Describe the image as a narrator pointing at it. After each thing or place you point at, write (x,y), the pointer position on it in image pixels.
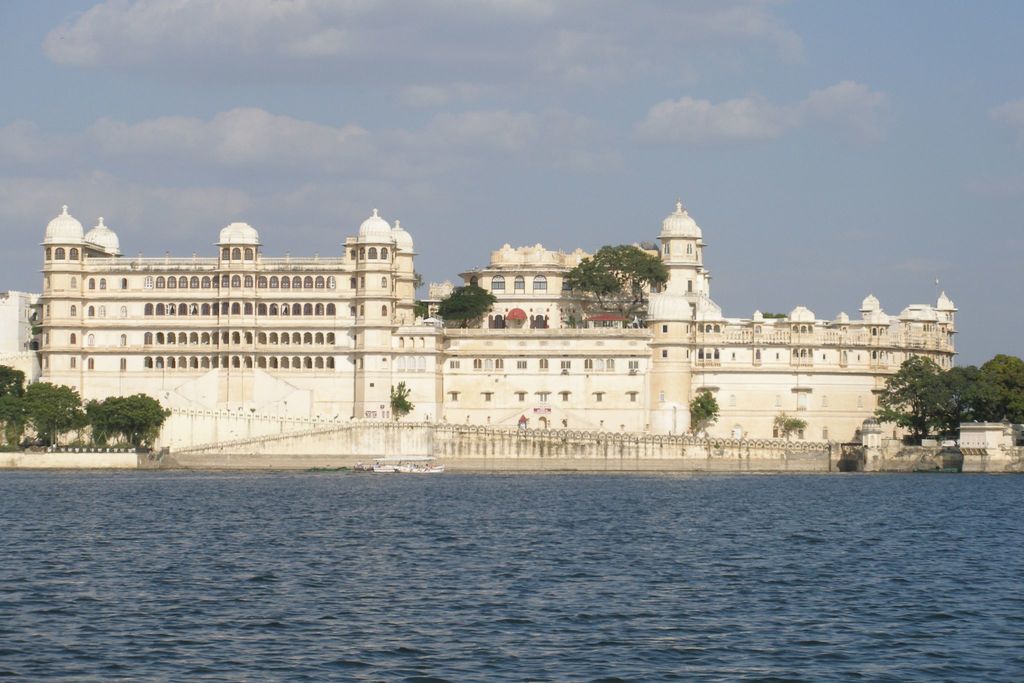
In this image in the foreground (383,608) there is water body (490,527). In the background (474,366) there is building (831,361), trees (909,396). The sky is cloudy.
